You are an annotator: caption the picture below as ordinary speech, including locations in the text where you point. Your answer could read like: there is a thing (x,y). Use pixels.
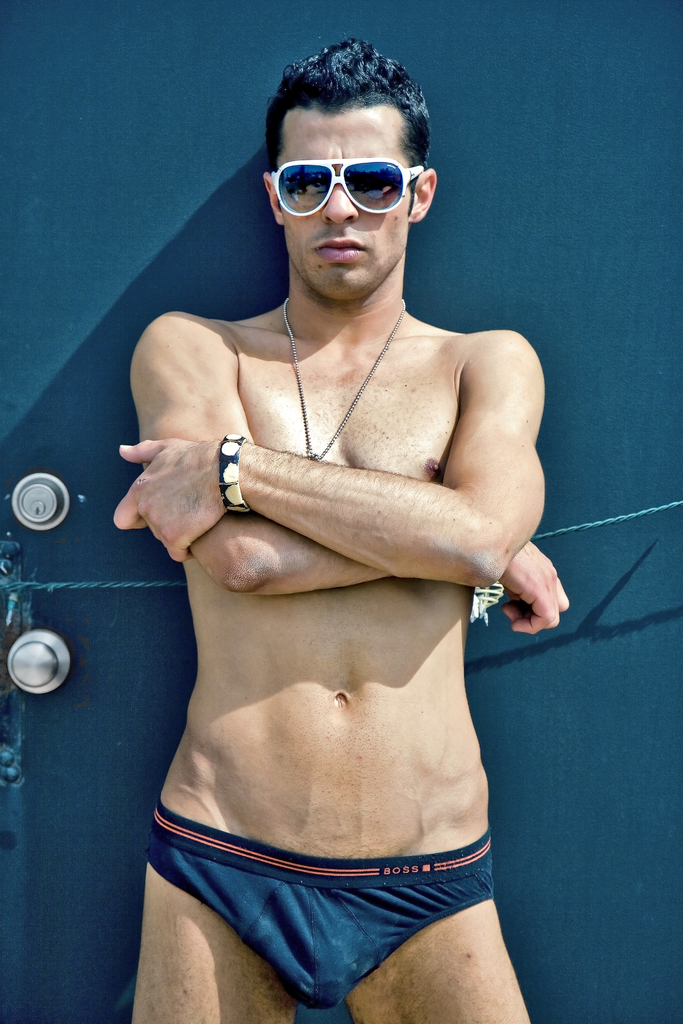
In the center of the image (273,565) we can see a man (253,464) standing. He is wearing glasses (399,198). In the background (502,260) there is a door (60,539).
